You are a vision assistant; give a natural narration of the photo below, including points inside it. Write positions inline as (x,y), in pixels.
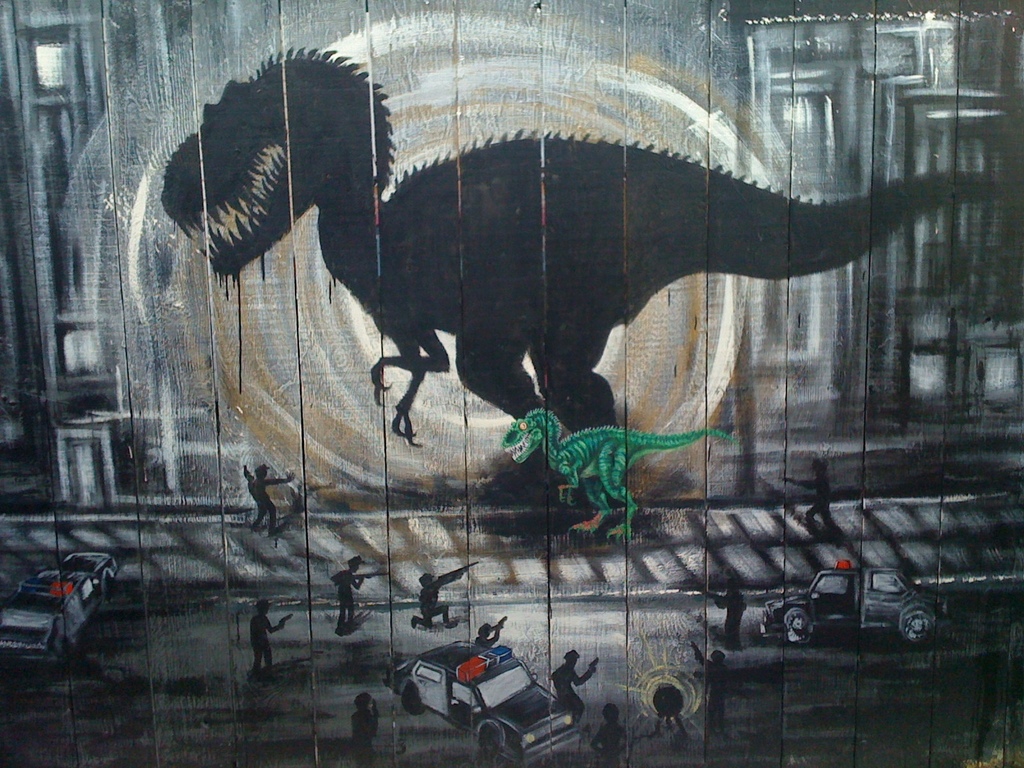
In this painting where there is a dinosaur (579,472). Here there is the reflection (451,252) of the dinosaur (571,453). In the bottom (429,613) there are many people (344,613) with guns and few vehicles (66,644) are there.
